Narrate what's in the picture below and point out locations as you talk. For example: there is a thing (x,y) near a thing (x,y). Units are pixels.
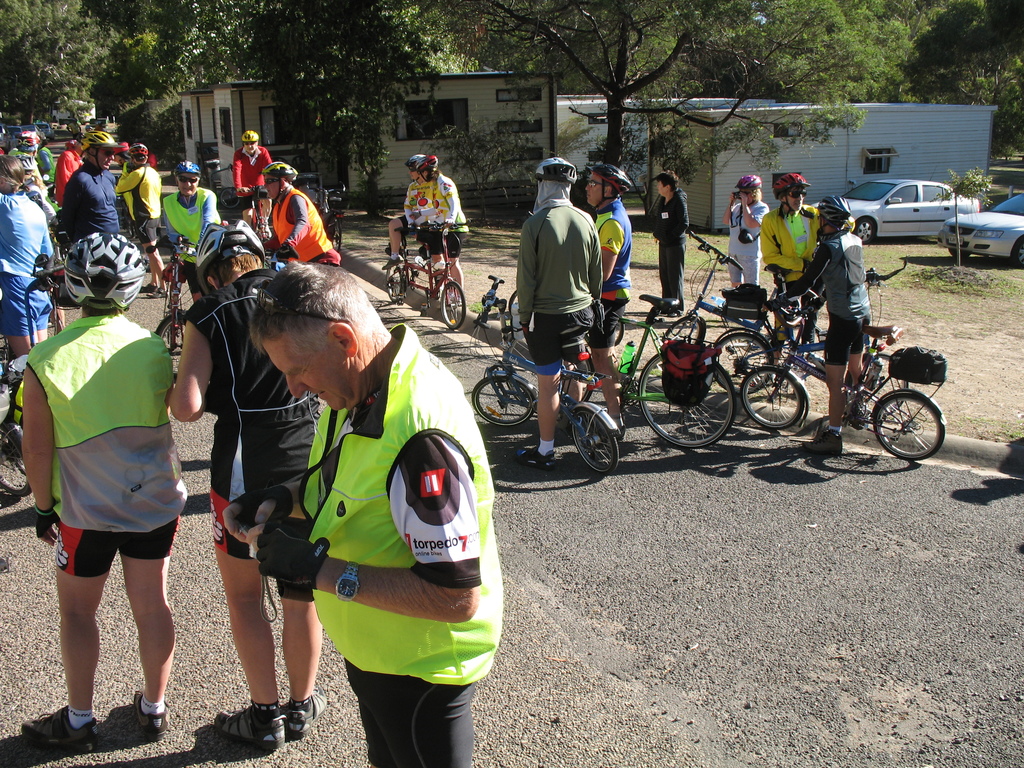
This is a picture taken in the outdoors. It is sunny. There are group of people (356,308) holding their bicycles (645,337) and standing on the floor (516,539). Behind the people (128,395) there are houses (841,160), cars (912,195) and trees (796,89).
